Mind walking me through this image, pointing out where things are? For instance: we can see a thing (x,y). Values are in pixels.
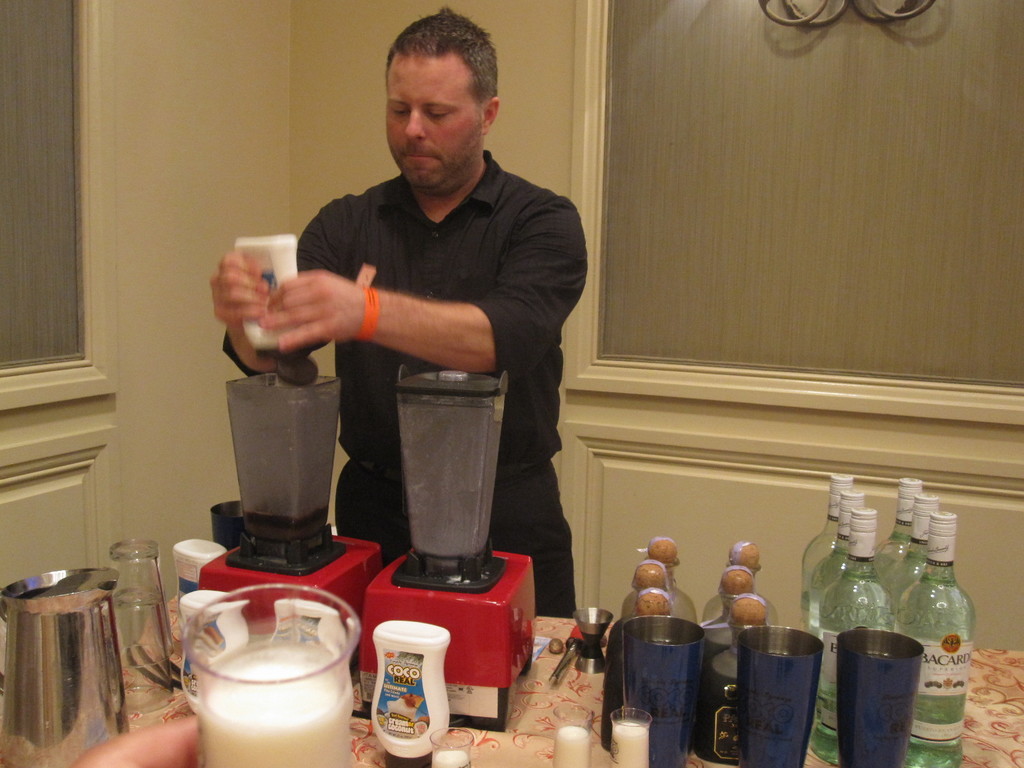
In this picture we can see man (399,432) standing and pouring something in this jar (316,542) and on table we can see bottles (877,597), glasses (806,654), jar (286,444) and in background (187,135) we can see wall (170,291).
